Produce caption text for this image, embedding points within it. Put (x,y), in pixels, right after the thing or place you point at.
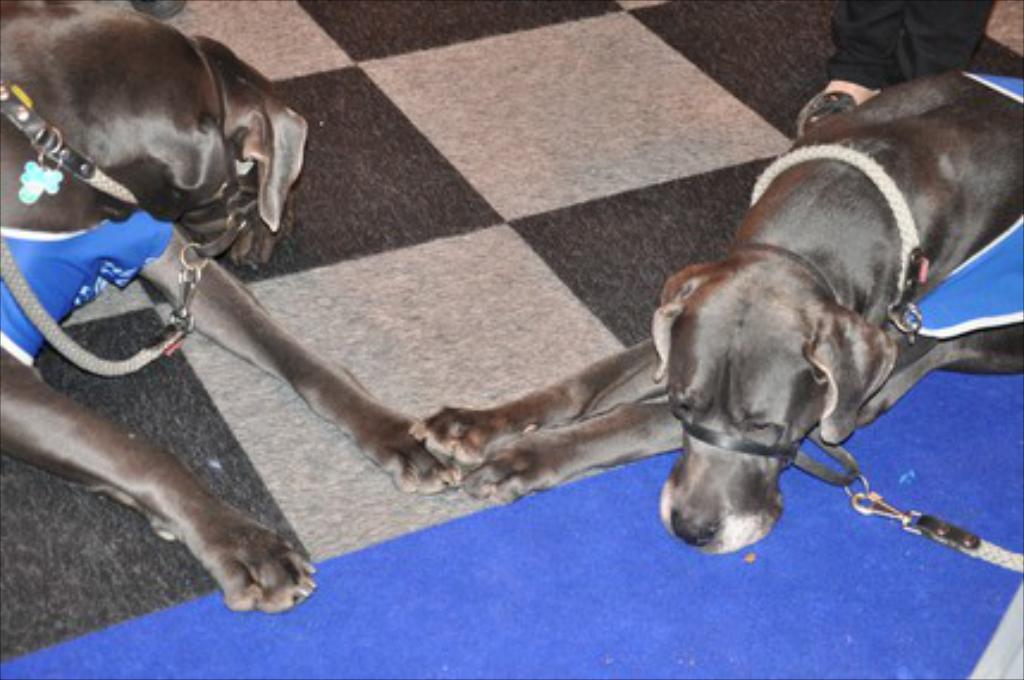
As we can see in the image there are two black color dogs (787,356), blue color mat (801,609), white and black color tiles (554,367).
